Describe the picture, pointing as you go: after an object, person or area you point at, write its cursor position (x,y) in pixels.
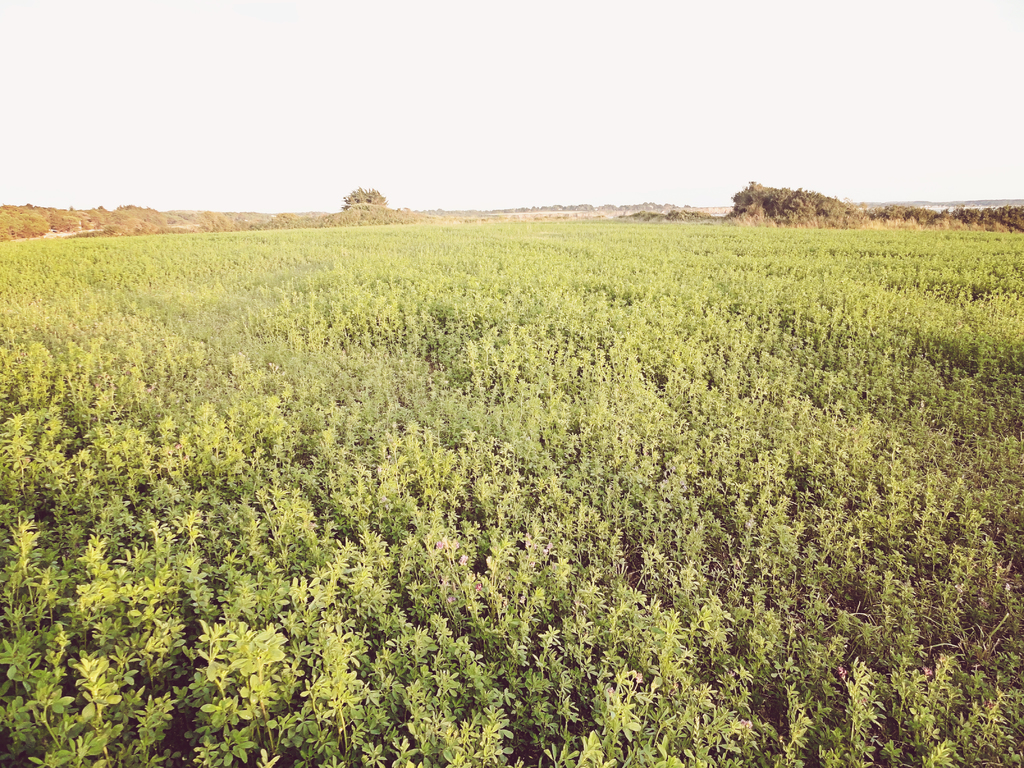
In this picture we can see farmland (148,250). At the bottom (689,690) we can see plants (690,618) and leaves (518,707). At the top (625,33) we can see sky (632,39) and clouds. In the background (370,198) we can see bushes (879,214) and trees (792,210).
